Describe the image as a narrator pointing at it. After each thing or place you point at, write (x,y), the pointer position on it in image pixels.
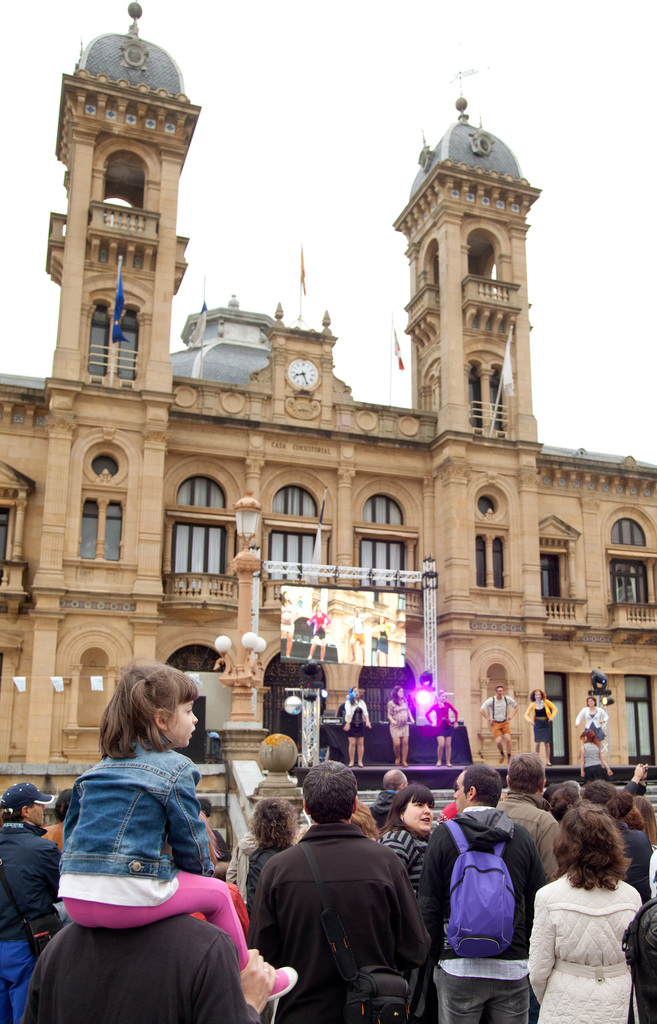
In this image at the bottom (437,874), there are many people (437,874). On the left (216,944) there is a man (210,997), he wears a t shirt (206,996) on him there is a girl (158,843), she wears a dress (187,867). On the right (566,899) there is a woman (604,948), she wears a dress (598,948). In the middle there is a man (381,907), he wears a jacket (376,914), bag (379,975). In the middle (428,679) there are some people (545,709), they are dancing on the stage (461,761) and there are lights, screen (383,652), building (451,693), windows (305,553), clock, flags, sky (330,166).
